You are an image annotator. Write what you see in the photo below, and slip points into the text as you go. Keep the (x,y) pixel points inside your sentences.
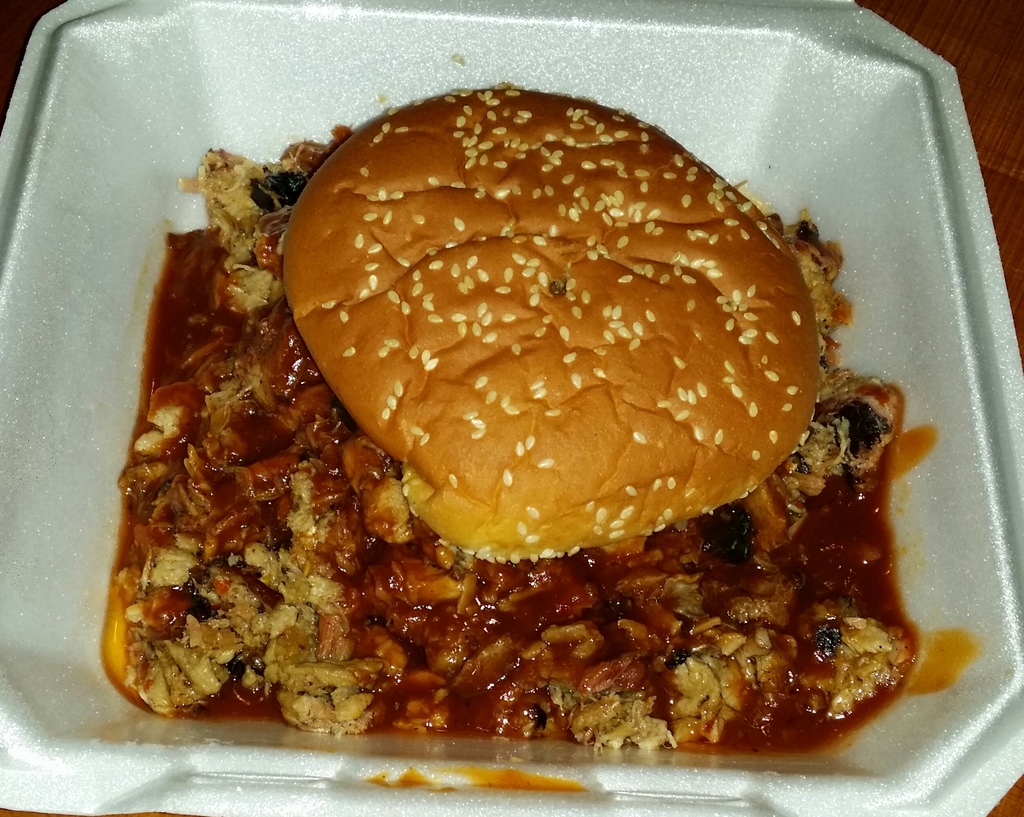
In this white bowl (850,214) there is a food (341,710).
